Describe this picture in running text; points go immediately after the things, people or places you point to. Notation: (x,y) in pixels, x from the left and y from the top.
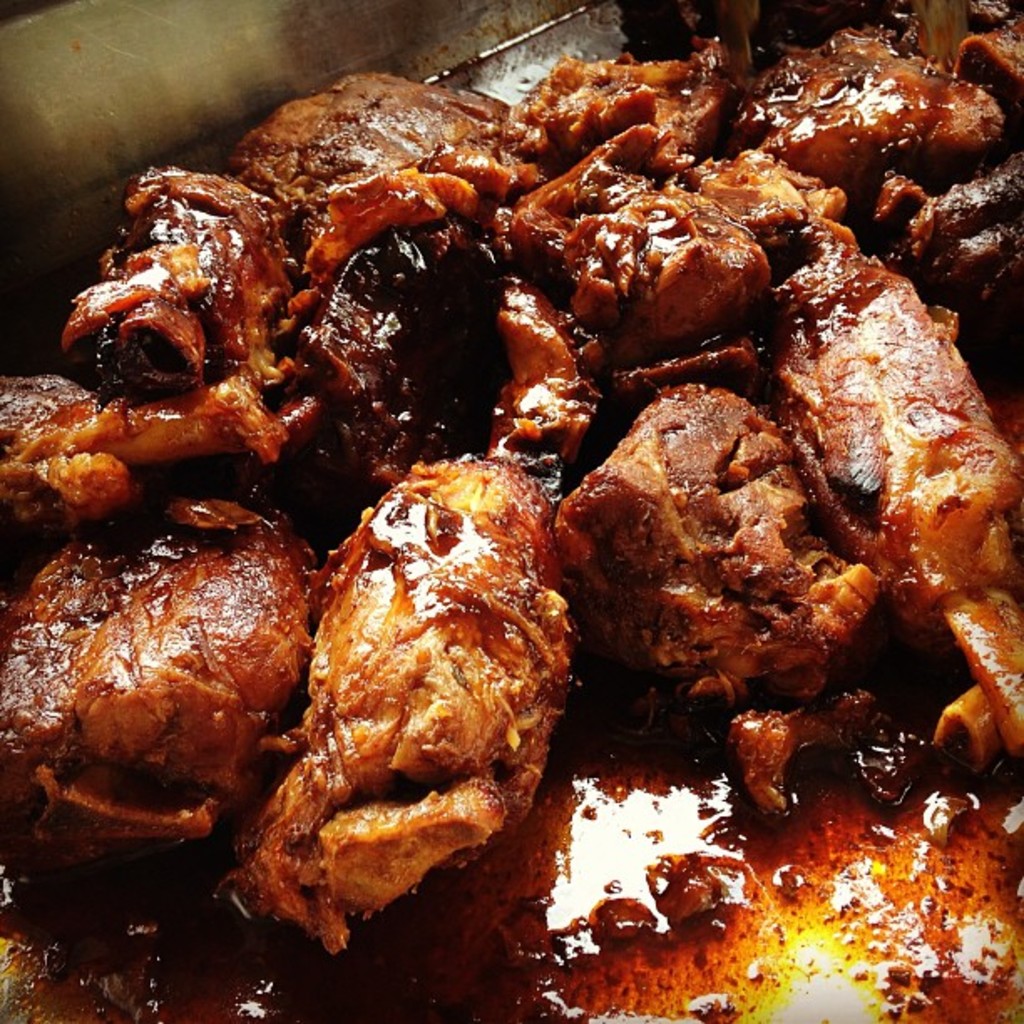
In this picture we can see food (636,122) in a container (13,71).
